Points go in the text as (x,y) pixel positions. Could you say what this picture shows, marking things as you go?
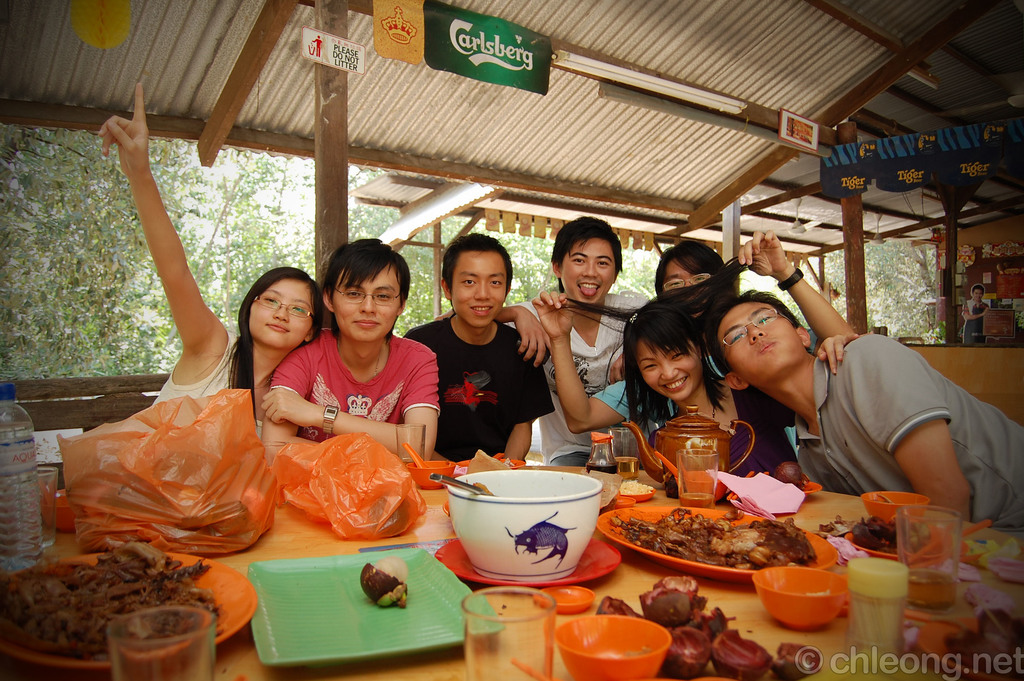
In this image I can see the group of people (459,408) with different color dresses (622,401). In-front of these people (662,398) I can see the table (223,652). On the table (270,674) I can see plates (362,595) with food (400,592), bowls (531,557), plastic covers (239,480), glasses (686,504), teapot (655,475), bottle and many objects (405,561). These are under the shed (819,238). In the background (536,235) I can see few boards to the shed (745,194). I can see many trees (205,225) and the sky (186,157).
